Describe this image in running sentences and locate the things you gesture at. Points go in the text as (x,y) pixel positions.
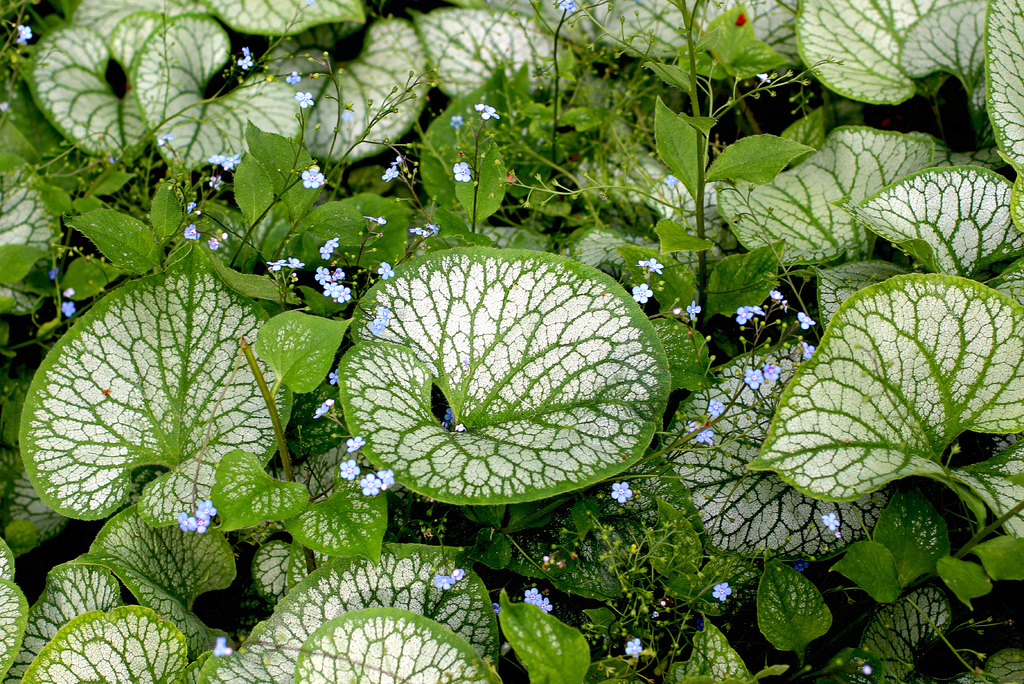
There are plants (886,22) having blue color flowers (621,484), green color leaves (466,187) and white and green color combination leaves (429,319). And the background (484,569) is dark in color.
